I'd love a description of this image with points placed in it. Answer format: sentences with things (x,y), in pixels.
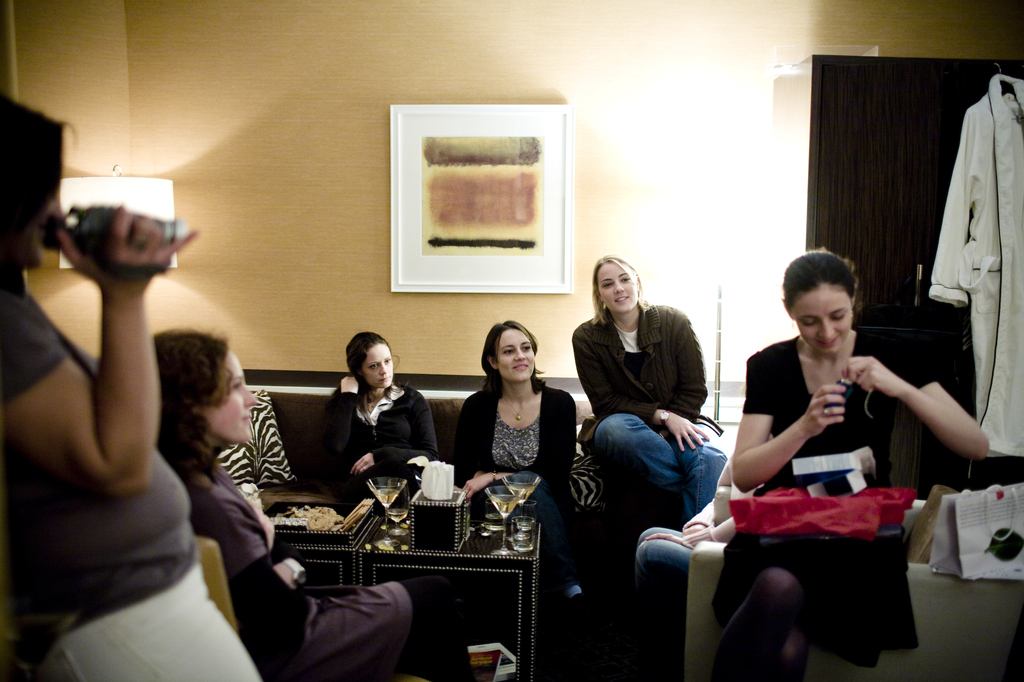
In the picture I can see people (689,483) among them a woman (124,606) is standing and others (499,420) are sitting. The woman (156,528) on the left side (57,407) is holding an object (64,229) in the hand (133,279). In the background (996,252) I can see clothes (1000,233), light lamp (139,202), photo frame (476,235) on the wall (582,106) and some other objects (907,524).
